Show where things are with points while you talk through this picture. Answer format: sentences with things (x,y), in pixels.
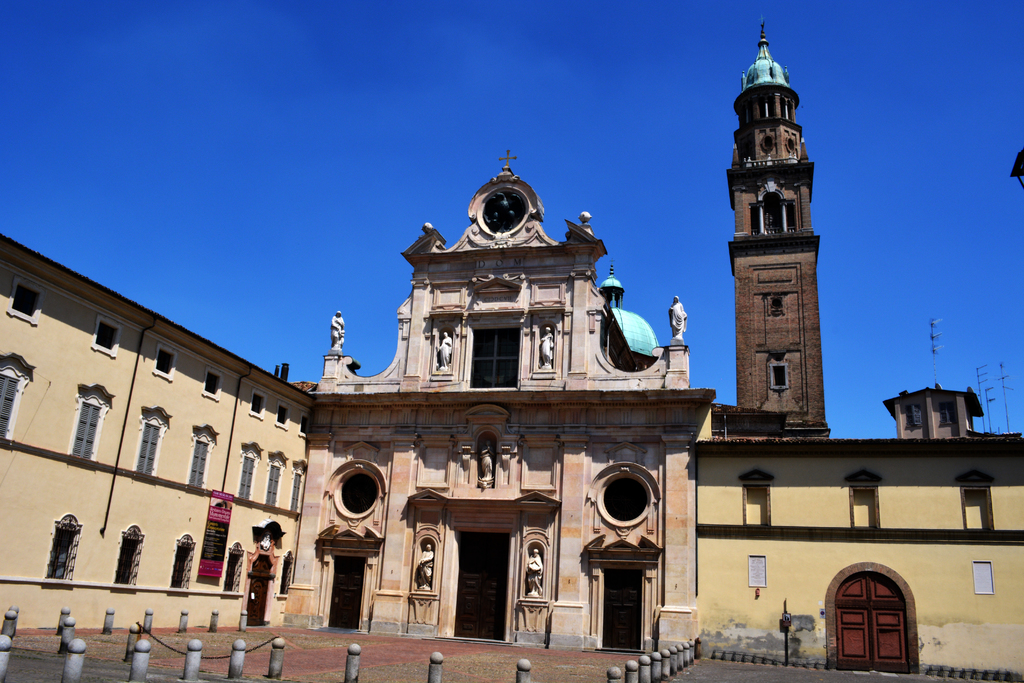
In this image we can see the church (490,416), tower (783,389) and some poles (1001,374), some barrier rods (641,661) on the path (288,639). We can also see the banner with the text (229,500). In the background (219,280) there is sky (221,58).
